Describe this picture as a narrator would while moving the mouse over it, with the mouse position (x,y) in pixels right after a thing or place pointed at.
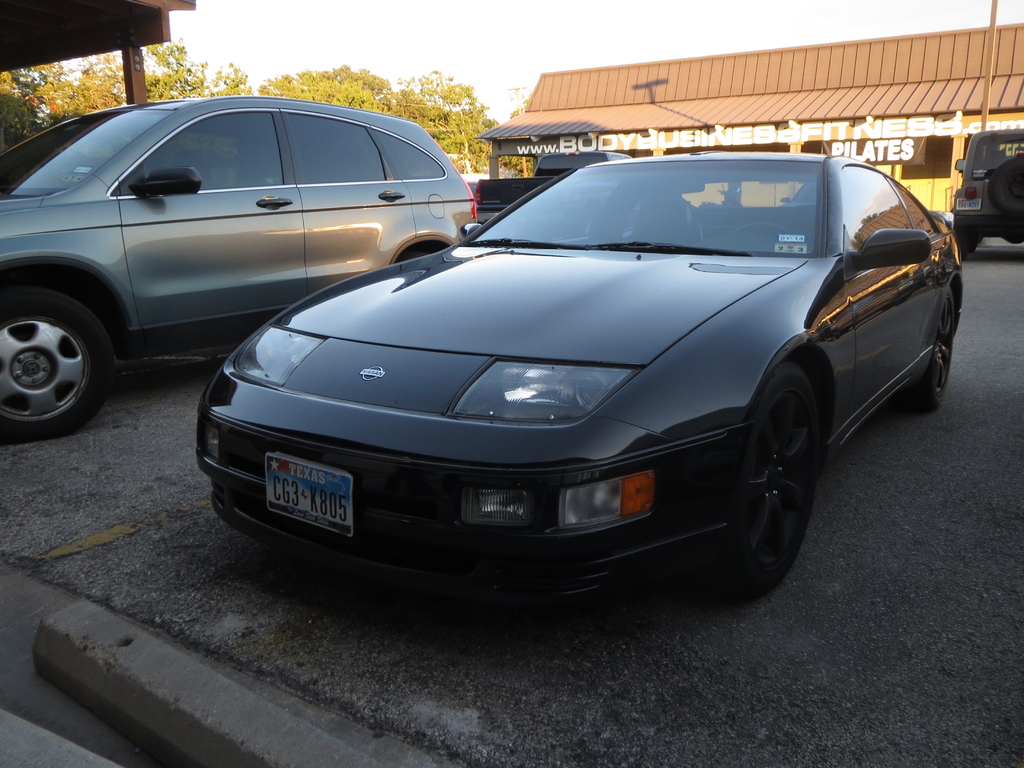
In this image, we can see some trees (302,85) and vehicle (559,207). There is a shelter (104,51) in the top left of the image (104,51). There is a shed (851,102) in the top right of the image (894,88). There is a sky (514,70) at the top of the image (501,31). There is a pole (986,75) in front of the shed (755,140).
